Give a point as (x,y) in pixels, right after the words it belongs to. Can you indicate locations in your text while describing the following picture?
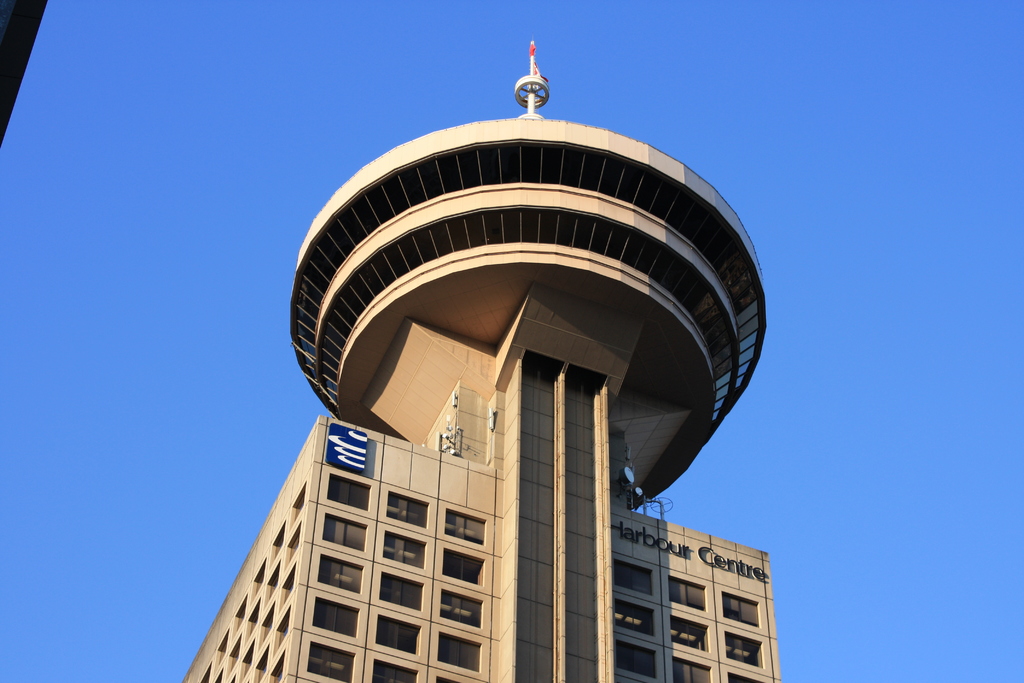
As we can see in the image there is a sky (146,277), building (407,521) and windows (454,596).
